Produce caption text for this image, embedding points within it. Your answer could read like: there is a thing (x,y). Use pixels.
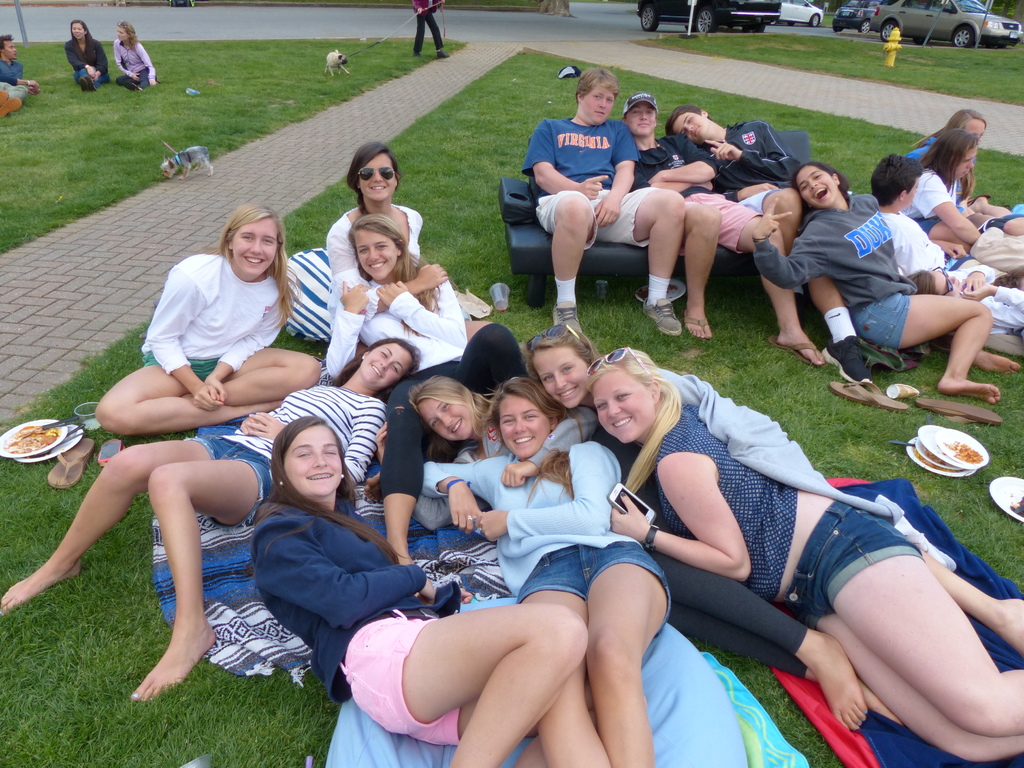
There are persons (480,465) in different color dresses (754,426) smiling. Some of them are lying. In the background (200,45), there are persons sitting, there is a person (438,46) walking and holding a thread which is connected to an animal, there are vehicles (1009,19) on the road (718,32) and there is grass (459,102) on the ground (571,104).
